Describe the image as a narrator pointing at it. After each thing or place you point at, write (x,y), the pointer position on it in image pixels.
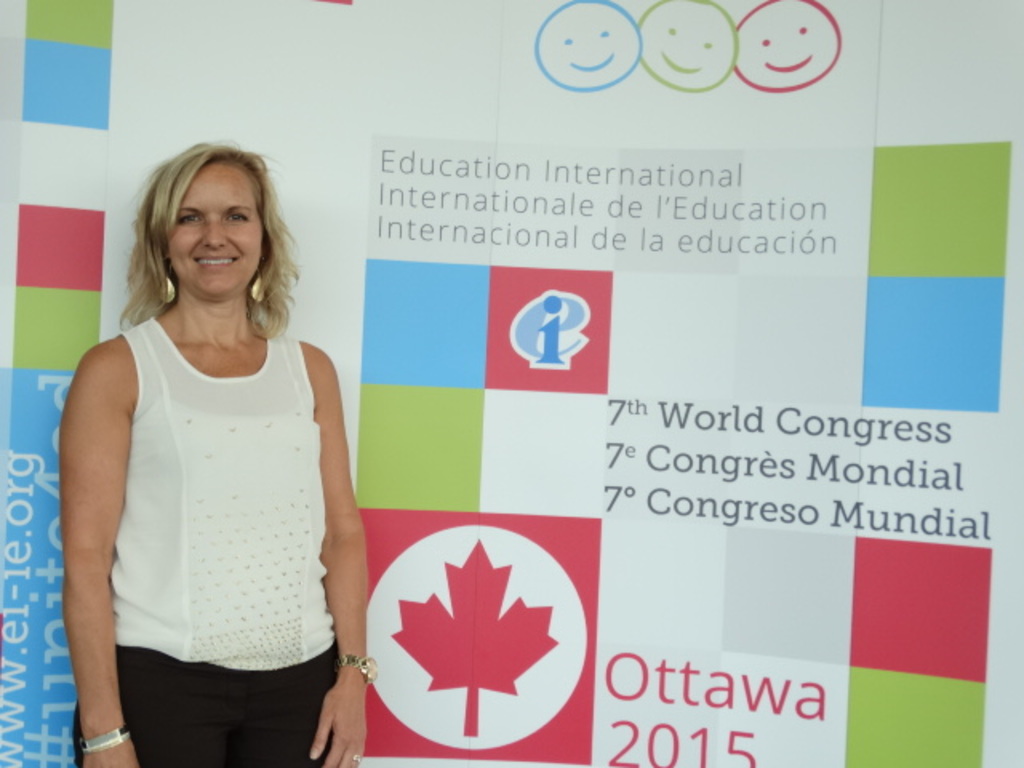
In this image we can see a woman (204,378) is standing on the left side (204,388) and in the background (432,234) we can see a hoarding (562,226).
